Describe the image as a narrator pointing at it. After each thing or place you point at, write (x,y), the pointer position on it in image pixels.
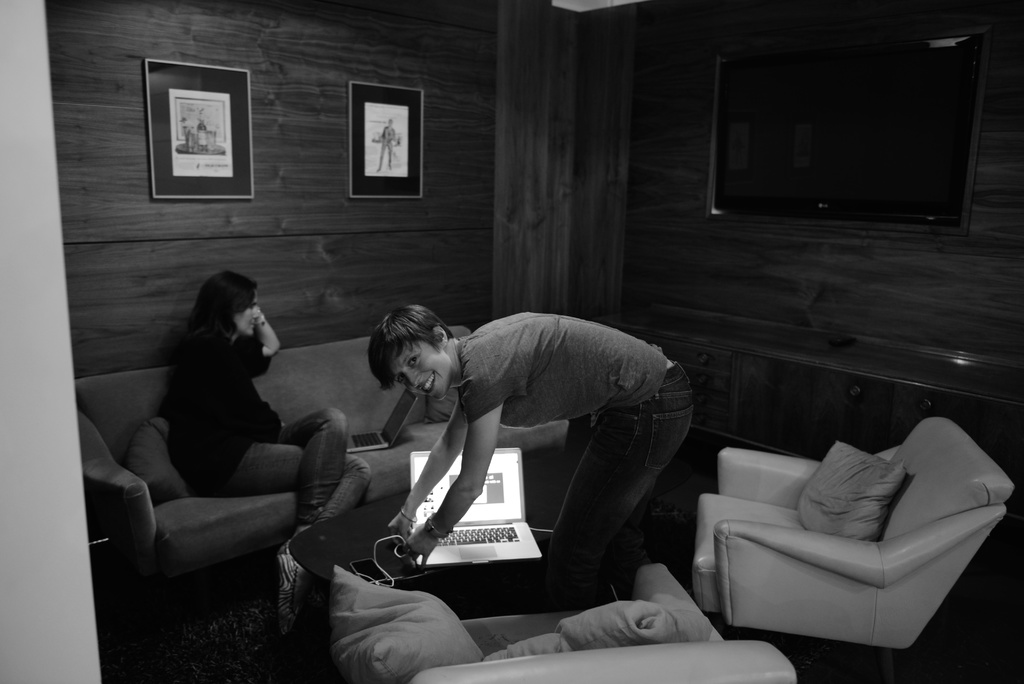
In this image i can see a person (658,450) and a laptop (488,512) on the table (374,520), to the left of the image (245,288) i can see a woman (195,344) sitting on the couch (207,517), and in the background (312,257) i can see a wooden wall (406,235), few photo frame (410,190) and a television screen (779,156).
